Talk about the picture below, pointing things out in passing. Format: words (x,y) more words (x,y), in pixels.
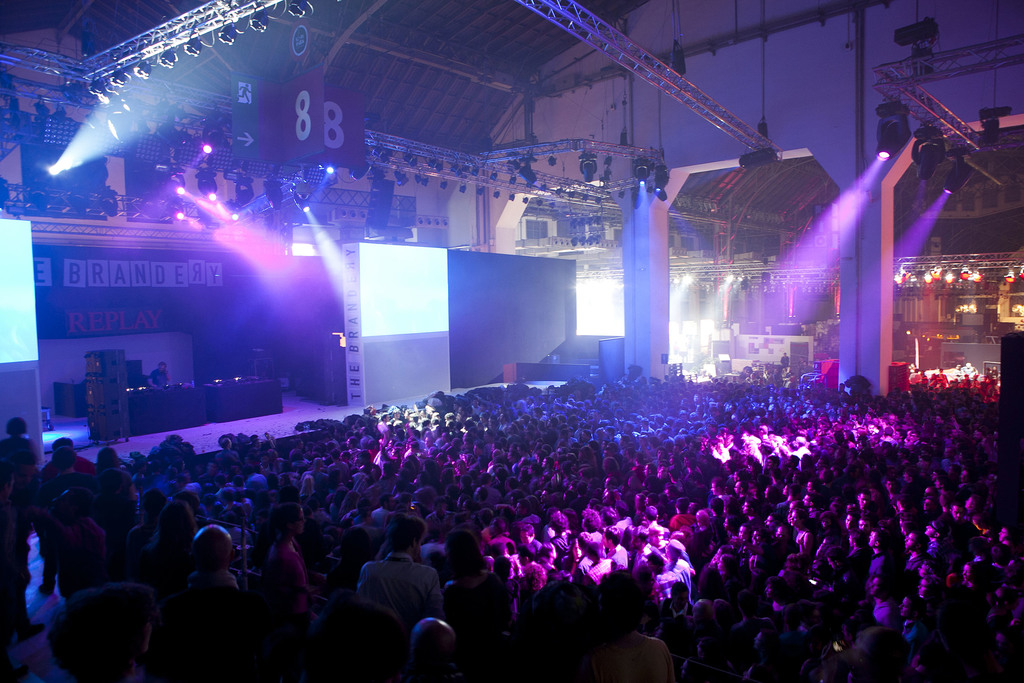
In this picture I can see number of people (925,543) standing in front (231,674) and in the middle of this picture (389,250) I can see number of equipment (32,204) and in the background (104,129) I can see the lights (126,70) and I can also see something is written on the wall (205,245). On the top of this picture (344,108) I can see few boards (245,125).
